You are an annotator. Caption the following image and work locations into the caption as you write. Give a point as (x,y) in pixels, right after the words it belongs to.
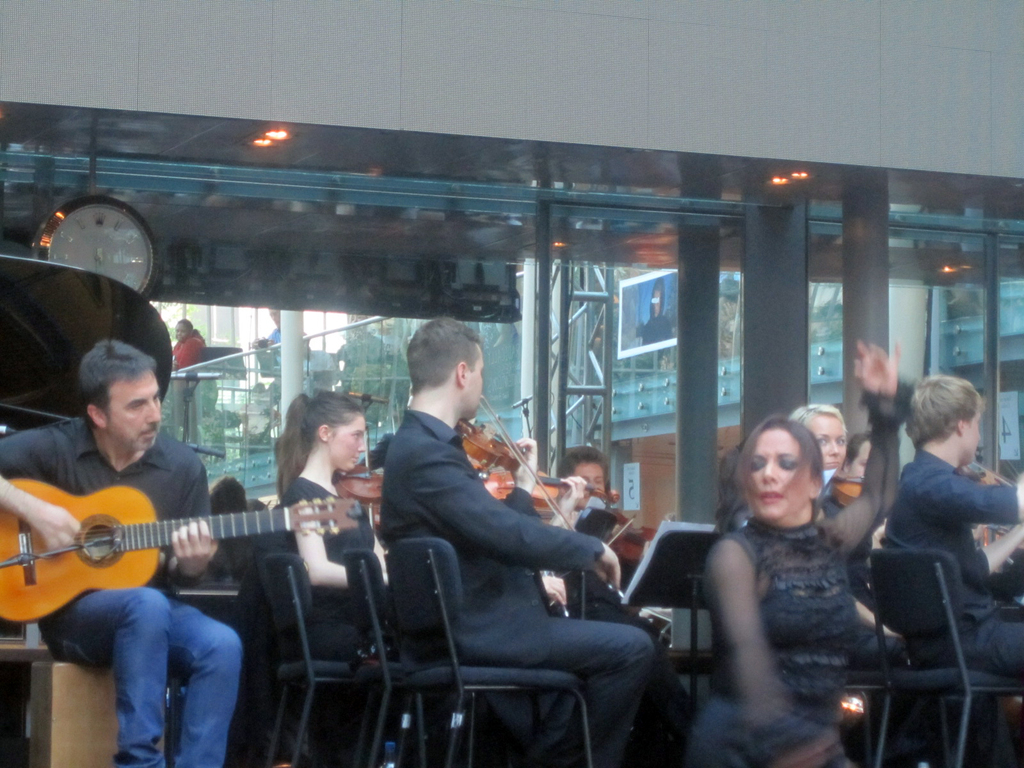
In this picture, we can see some people (141,451) sitting and playing guitar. Here there is a woman (770,665) seems like dancing and in the background (966,313) we have glass (974,300). We also have clock (78,239). It looks like a building (275,226).
